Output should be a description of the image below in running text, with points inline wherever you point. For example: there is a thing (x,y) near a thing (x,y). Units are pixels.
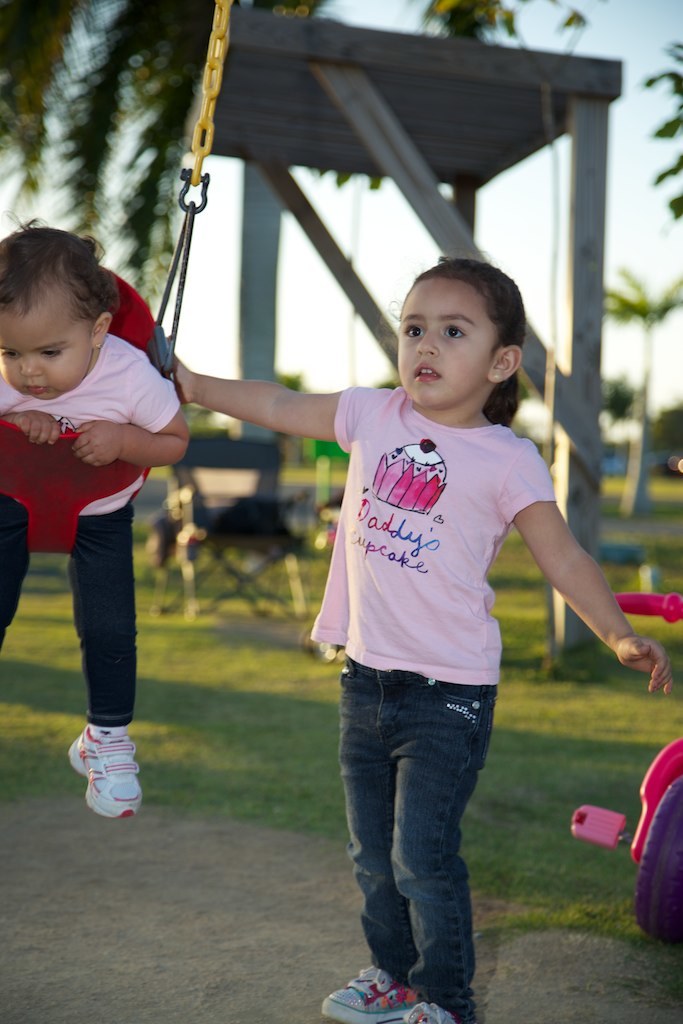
In this image I can see a girl (482,723) standing, wearing a pink t shirt (474,521) and jeans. There is a baby (129,490) on a baby swing (79,507), on the left (84,507). There is a pink kids cycle (618,837) on the right (675,871). The background (569,666) is blurred.
